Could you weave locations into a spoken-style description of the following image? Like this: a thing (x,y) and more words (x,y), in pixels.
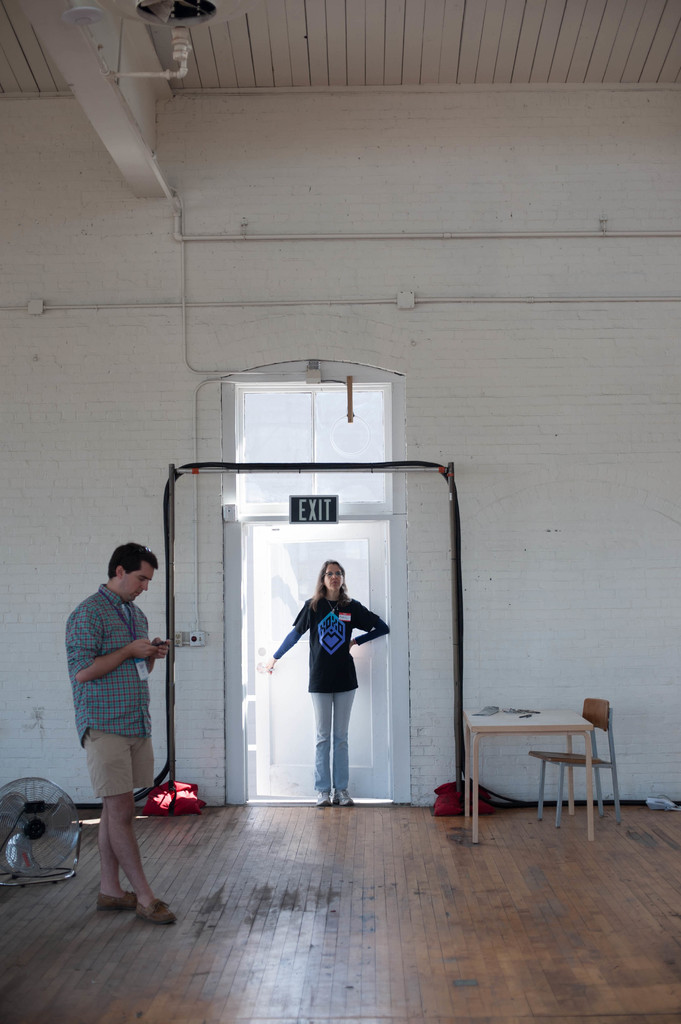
In this image in the center (346,670) there is one woman (348,696) who is standing near the door (261,635) and on the left side (123,690) there is one man (131,755) who is standing and on the top (611,7) there is ceiling (248,29) and in the middle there is a wall (392,269) and on the floor (540,896) there is a table (511,735) and chair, on the left side (48,851) there is a fan (70,833).
